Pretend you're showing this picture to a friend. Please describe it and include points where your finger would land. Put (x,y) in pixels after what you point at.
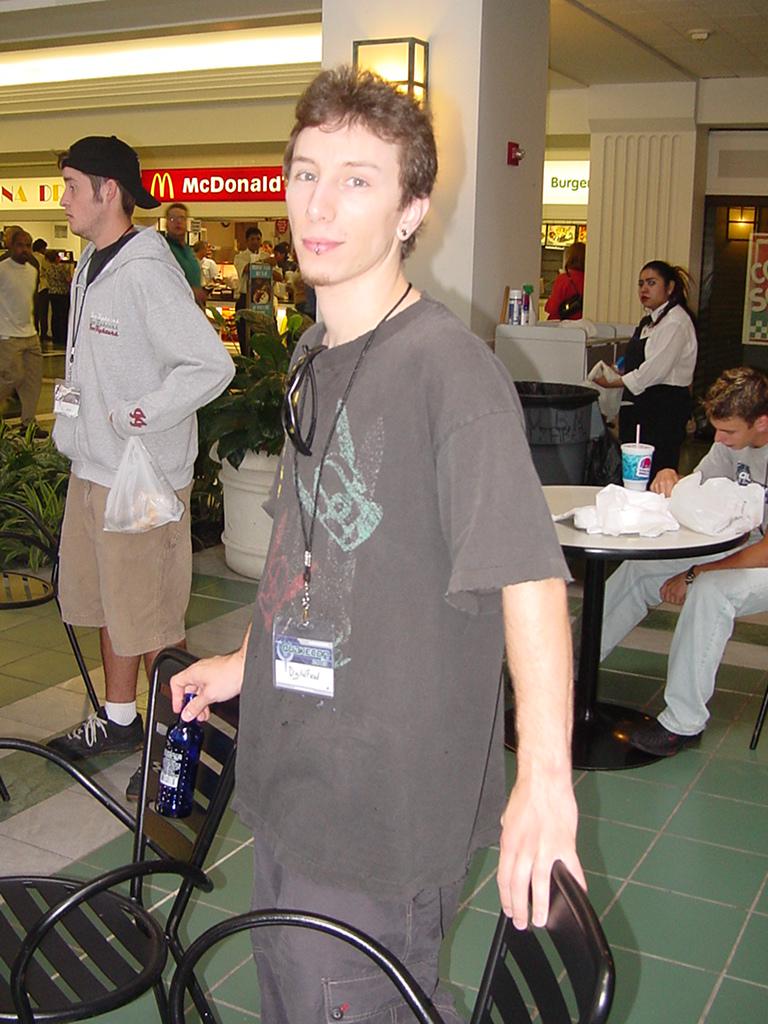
In this picture I can see a person (453,572) standing and holding a bottle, there are some items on the table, there are group of people (3,274), there are plants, boards (2,181), lights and some other objects (57,580).
